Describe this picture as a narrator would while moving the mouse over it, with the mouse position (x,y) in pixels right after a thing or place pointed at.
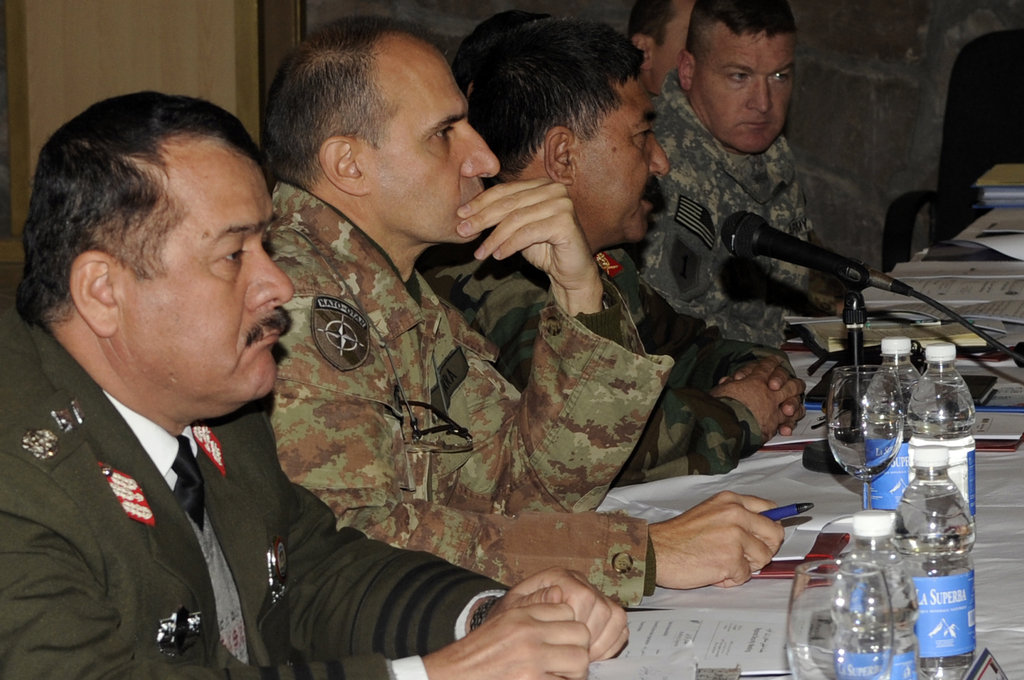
In this picture I can see group of people (711,151) sitting, there are papers (828,331), wine glasses (838,402), mike (873,277), bottles (924,559) and some other objects (984,340) on the table (793,492) and there is a chair (1003,110).
